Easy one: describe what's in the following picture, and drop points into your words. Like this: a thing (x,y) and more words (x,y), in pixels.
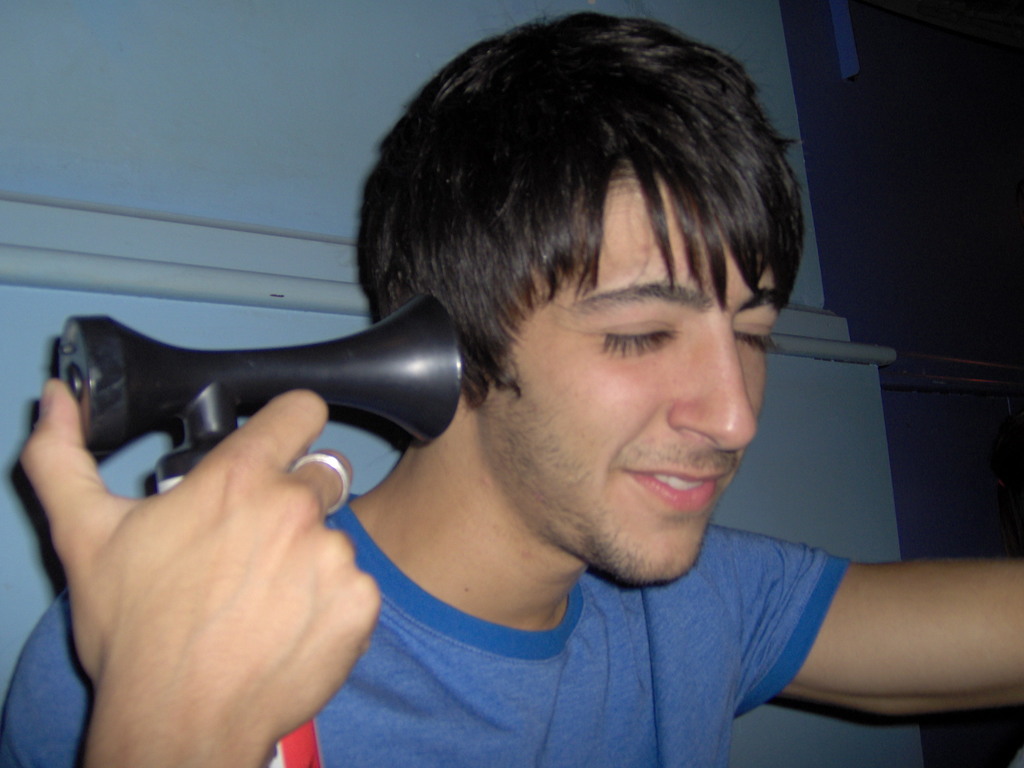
In this picture I can see a man (290,430) in front (371,531) and I see that he is wearing blue color t-shirt (385,588) and holding a air horn (205,389) in his hand (242,491). In the background (43,304) I can see the wall (25,372).
